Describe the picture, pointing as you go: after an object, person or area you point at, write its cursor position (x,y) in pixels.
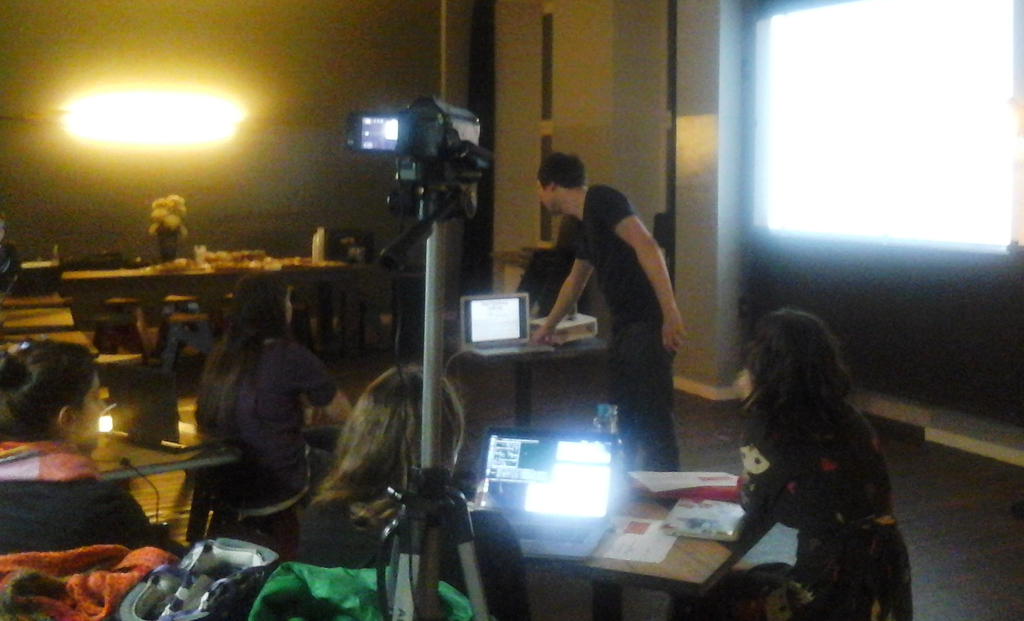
In the center of the image (376,408) we can see people (223,430) sitting and there is a man (672,434) standing. There are tables (666,556) and we can see laptops (561,480), books (681,531) and some things (652,528) placed on the tables (682,543). There are bags (266,587). There is a camera (417,171) placed on the stand (407,497). In the background (351,85) there are walls (276,147) and lights (204,137).
